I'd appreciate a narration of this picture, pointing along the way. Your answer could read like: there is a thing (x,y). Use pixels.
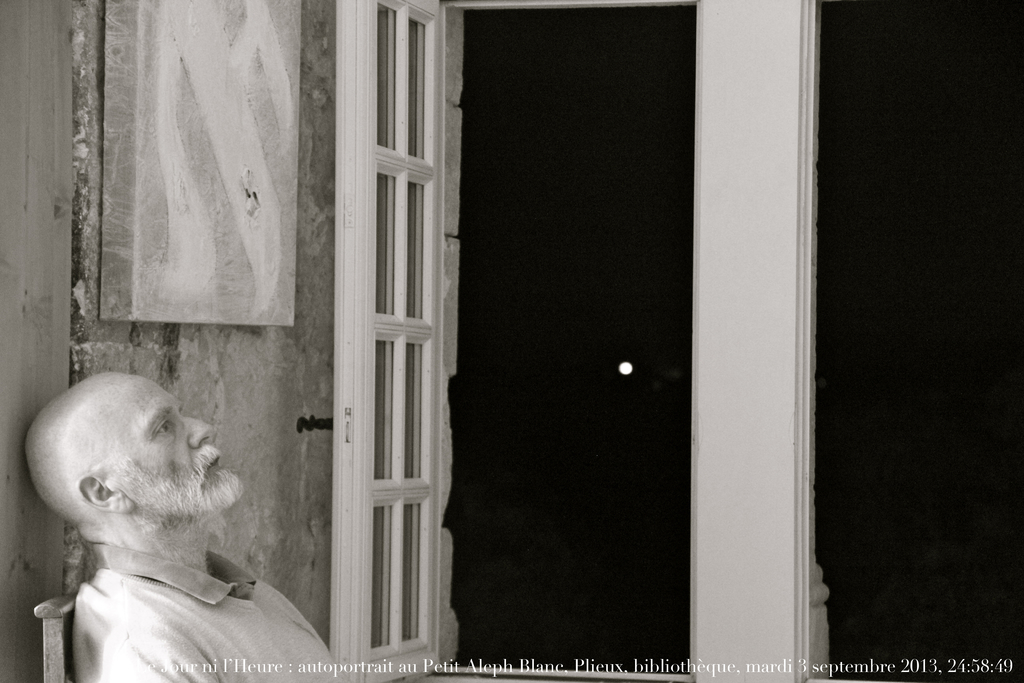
In this picture we can see window (658,679), there is a person (276,644) sitting at the left bottom (263,661), there is a wall (113,354) on the left side (109,366), we can see some text (622,668) at the bottom (857,667), there is a dark background (940,151), it is a black and white image.
